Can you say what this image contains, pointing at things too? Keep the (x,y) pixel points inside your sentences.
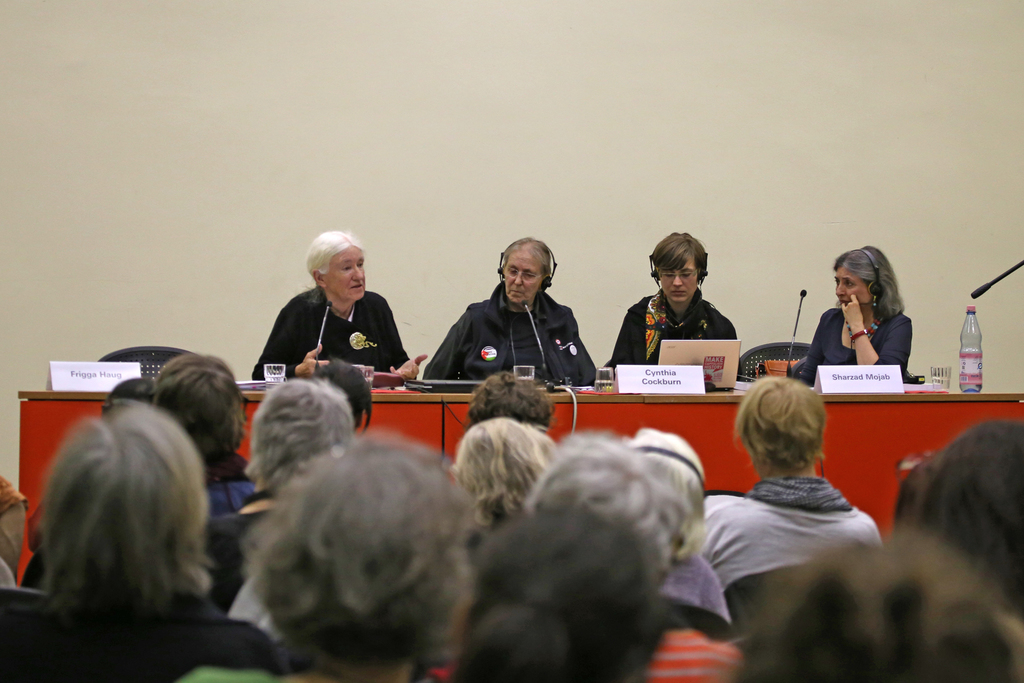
This image is taken indoors. In the background (395,179) there is a wall (727,157). At the bottom of the image (129,512) a few people (156,471) are sitting on a chair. In the middle of the image (441,401) there is a table (932,402) with a few name boards (660,384), a few glasses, a bottle (962,366) and a few things (442,388) on it. Four people (893,359) are sitting on the chairs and there is an empty chair (159,356).
